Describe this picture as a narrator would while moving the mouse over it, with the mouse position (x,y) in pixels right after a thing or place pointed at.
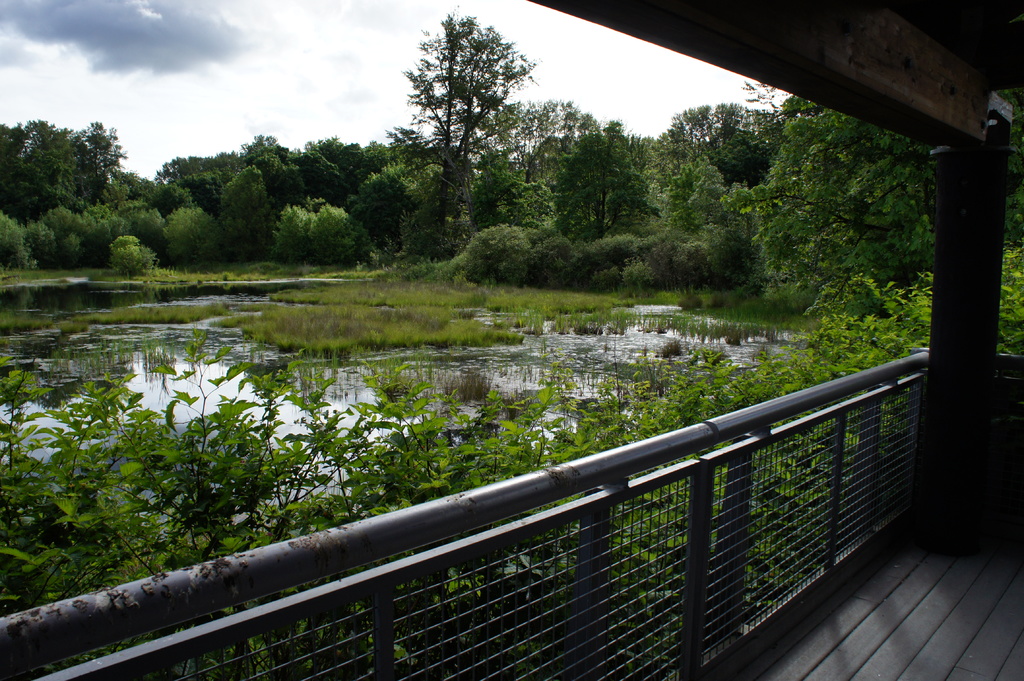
In this picture we can see many trees (512,167), plants (666,405) and grass (183,318). On the right (974,380) there is a wooden pillar (967,533), beside that we can see the steel fencing (775,595). On the left (55,286) we can see the water (232,333). At the top (331,64) we can see sky (276,43) and clouds (277,41). In the bottom right corner (866,591) there is a wooden floor (866,591).
